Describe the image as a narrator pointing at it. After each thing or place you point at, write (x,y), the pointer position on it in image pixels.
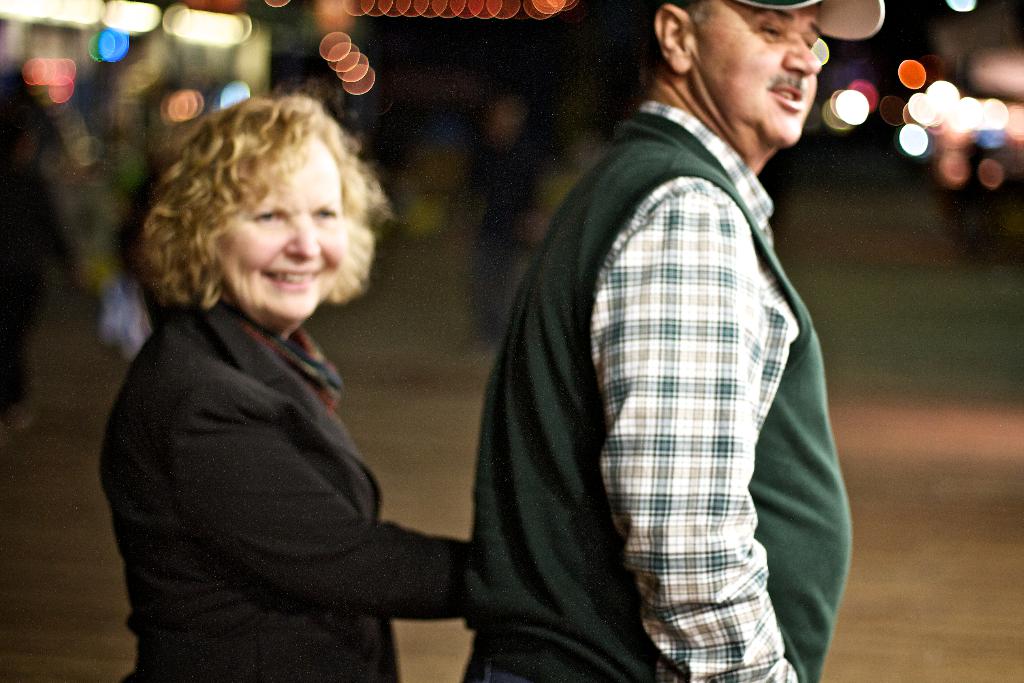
In the foreground of the image (241,256) there are two people (207,643). The background of the image (42,48) is blurred. At the bottom of the image (887,646) there is road (51,661).
